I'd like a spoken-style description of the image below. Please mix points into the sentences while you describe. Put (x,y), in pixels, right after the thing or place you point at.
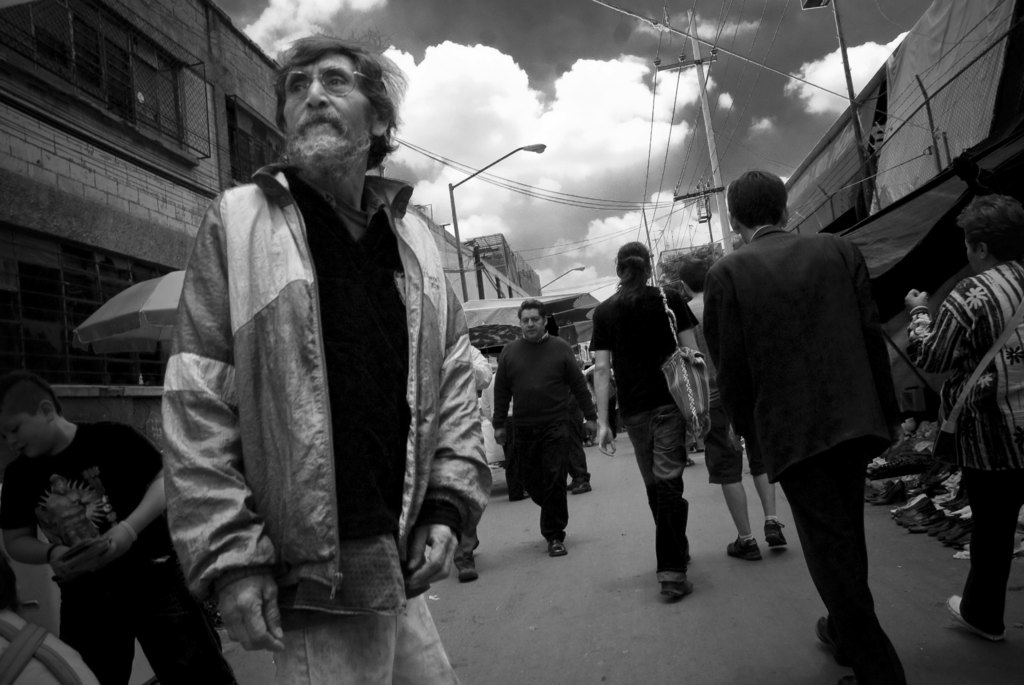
This is the black and white image and we can see some people (815,539) in the street (923,591) and there are few buildings (114,114) and there are some objects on the floor (1023,594). We can see two street lights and a power pole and at the top (802,44) we can see the sky (361,19) with clouds (355,7).
